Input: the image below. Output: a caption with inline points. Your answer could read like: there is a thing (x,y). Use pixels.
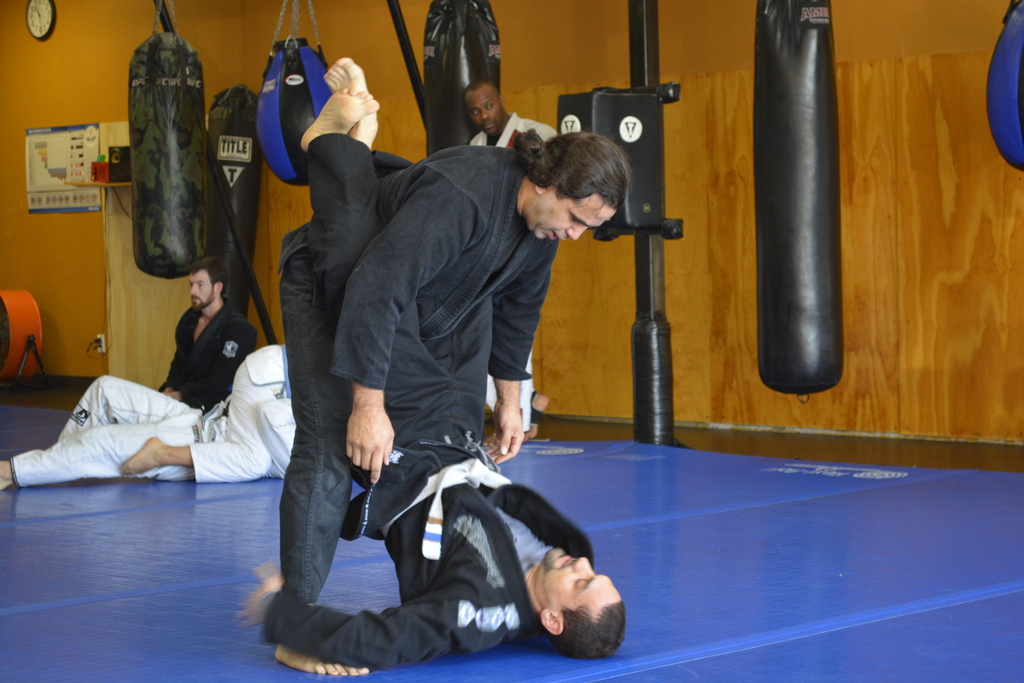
This picture describes about group of people (251,405), in the background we can see few punching bags (234,99) and a metal rod (654,306), and also we can see a clock (43,34) on the wall (62,61).
